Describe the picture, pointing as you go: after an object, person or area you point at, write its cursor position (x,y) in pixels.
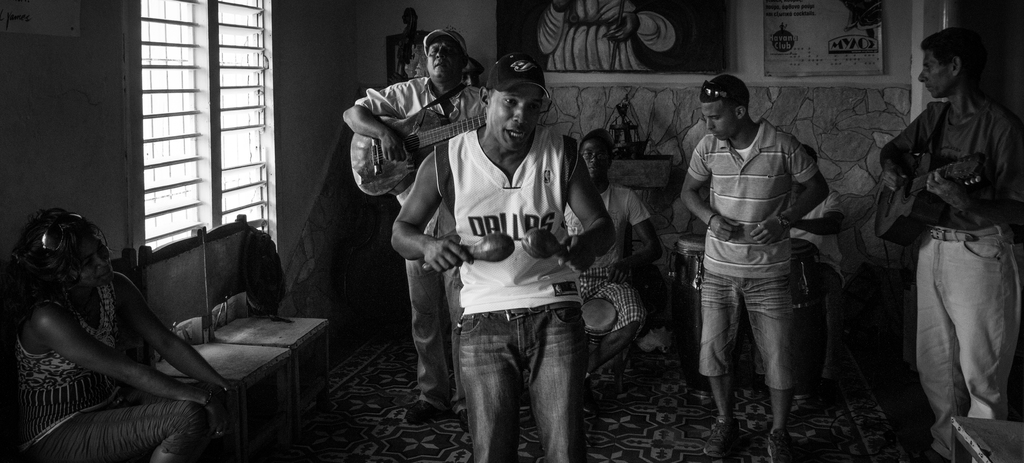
this black and white image is clicked inside a room (374,36). There are few people (464,228) standing and few people (125,395) sitting. The woman (177,386) to the left corner (118,389) is sitting and watching the musicians (574,200). The man (522,258) in the center (506,267) is playing a musical instrument (501,246) and also seems like he is singing. The man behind him is playing guitar (402,135). The man (939,216) to the right corner (939,201) is also playing guitar (897,190) and beside him there is a man (755,198) standing. Behind them there are two people (823,212) sitting and playing drums (679,260). In the background (312,132) there is wall (375,53) and picture frames (720,58) are hanging on the wall (646,86).
